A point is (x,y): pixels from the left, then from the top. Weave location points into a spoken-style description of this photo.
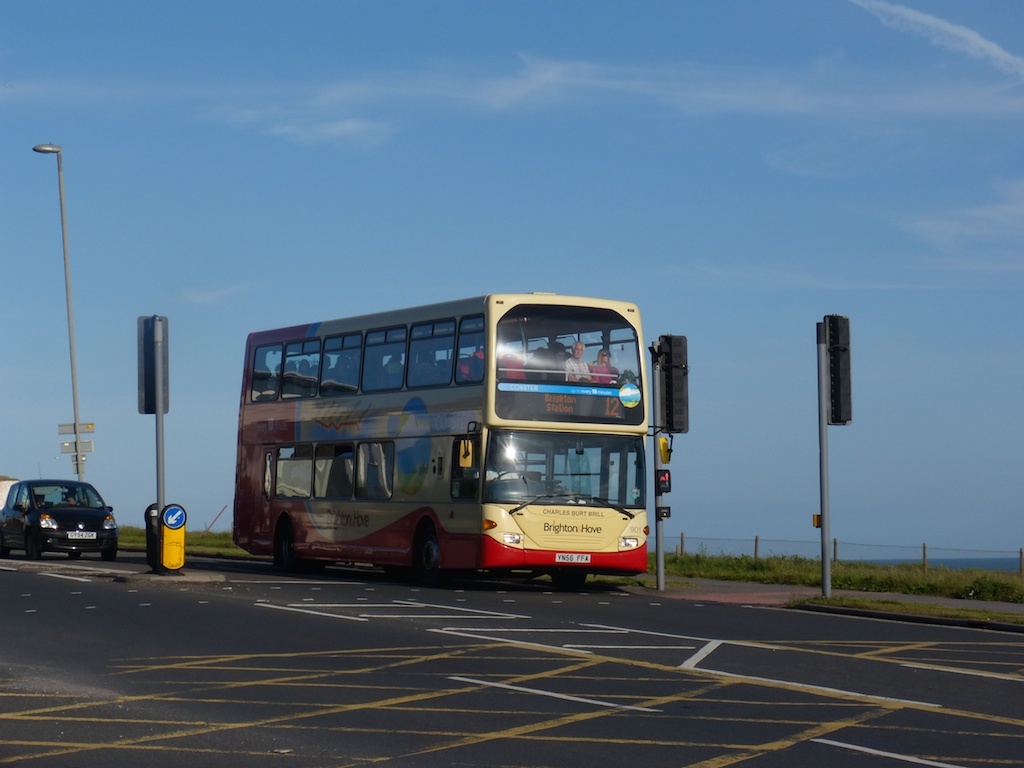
In this image we can see bus (404,529) and car (29,489) which is moving on road (196,589), we can see some poles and in the background of the image (219,553) there is some grass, fencing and top of the image (467,205) there is clear sky (396,156).
